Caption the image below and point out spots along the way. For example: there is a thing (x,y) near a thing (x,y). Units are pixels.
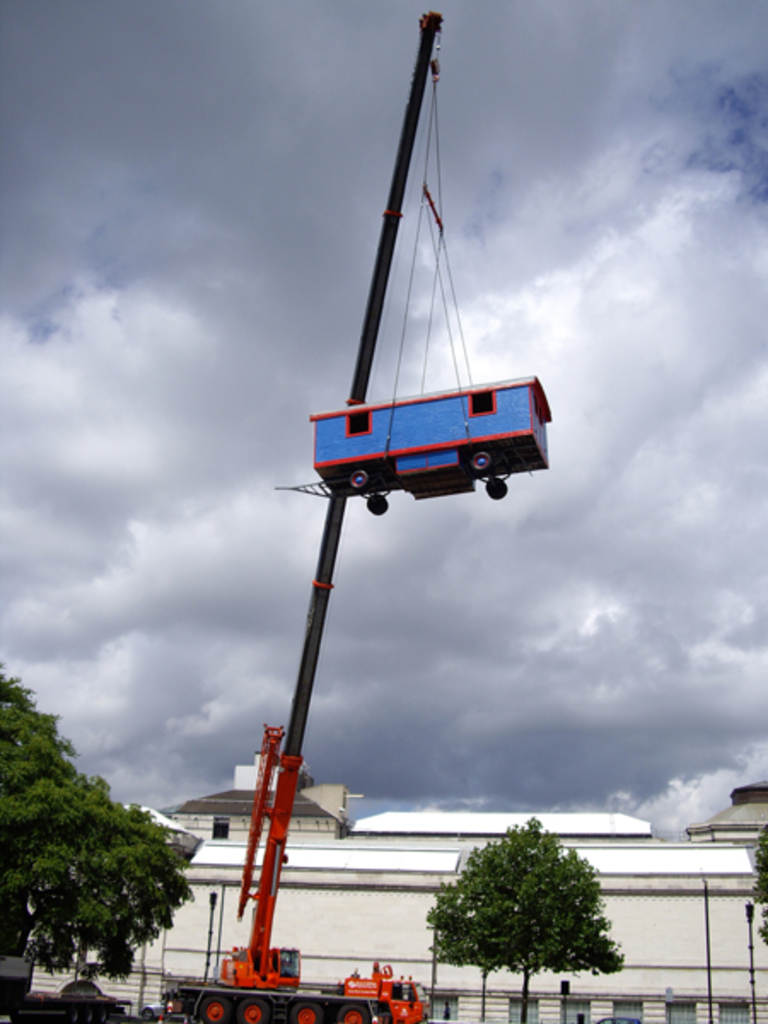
In this image we can see a crane (331,545) lifting a vehicle (408,428) with the help of threads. We can see trees (82,841), poles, buildings (643,1013) and clouds (359,499) in the sky (418,556).
